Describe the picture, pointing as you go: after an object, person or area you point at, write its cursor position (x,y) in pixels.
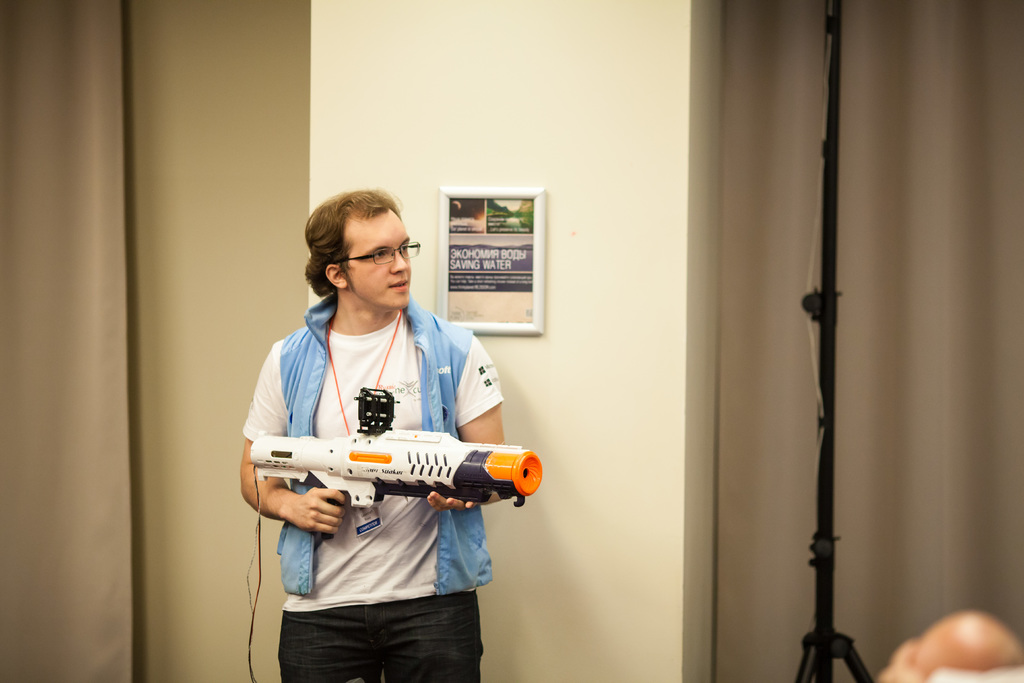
In this image there is a person (298,415) standing and holding a Nerf super soaker hydro cannon (360,451), and in the background (471,287) there is a frame (447,267) attached to the wall (600,235), tripod stand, curtains (866,96).
